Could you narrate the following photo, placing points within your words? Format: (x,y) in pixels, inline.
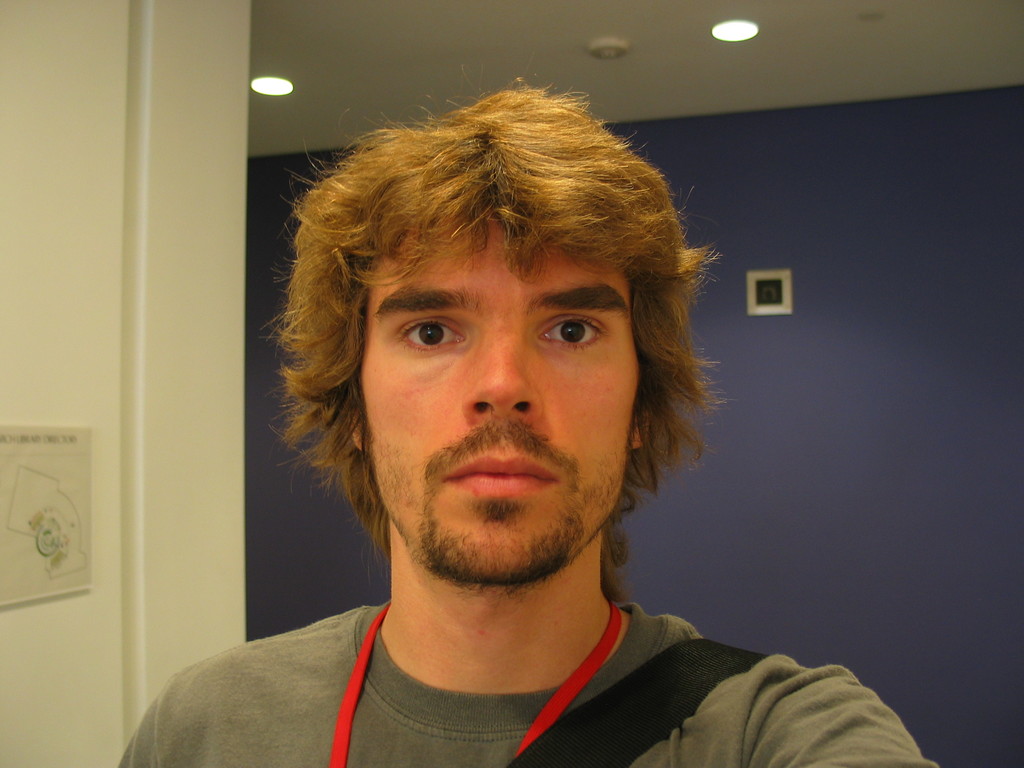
In this image in the front (523,498) there is a person (508,598). In the background (177,325) there are frames (34,531) on the wall (846,354) and on the top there are lights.
